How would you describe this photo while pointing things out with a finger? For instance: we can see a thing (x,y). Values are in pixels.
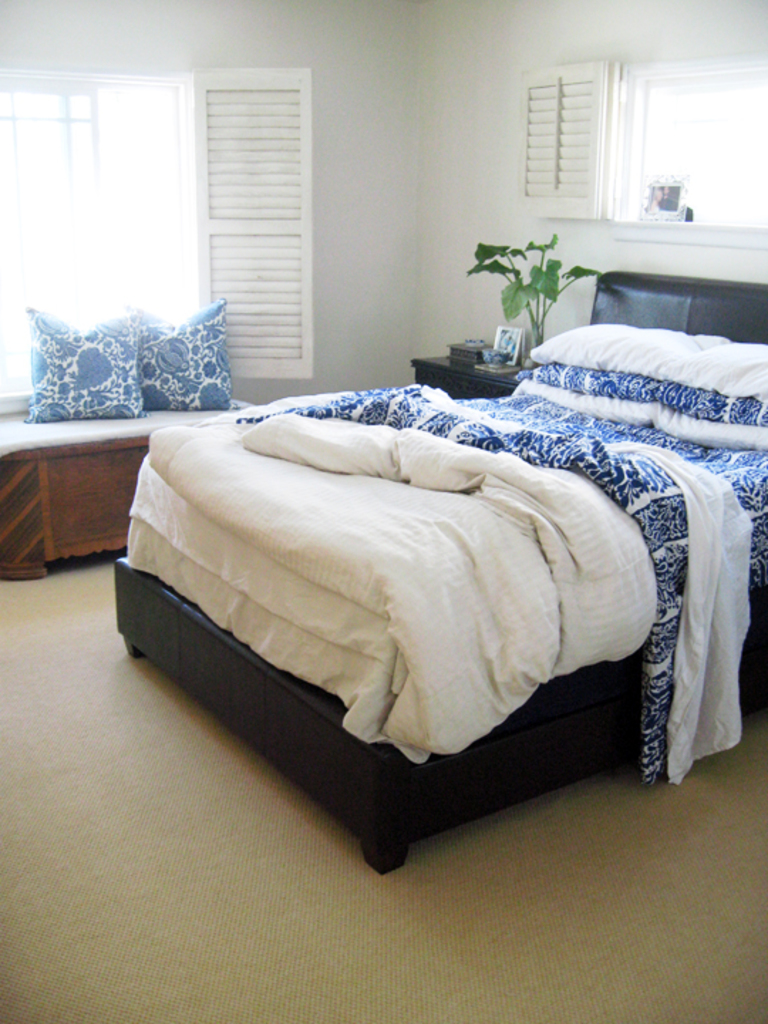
In this room (378,614) there is bed (499,607), house plant (515,294), window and a wall (364,249). There are pillows (123,376) here on the left (107,399).
